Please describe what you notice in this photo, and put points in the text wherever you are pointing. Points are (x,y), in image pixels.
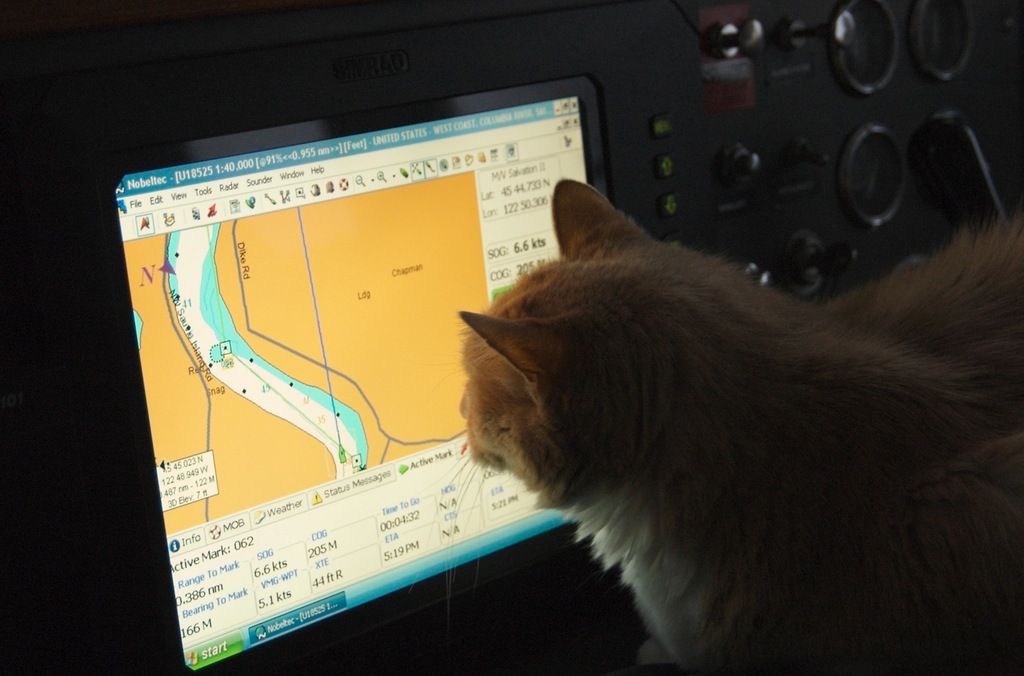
In the image we can see the cat (655,387), electronic device (314,431) and the screen (254,396).
